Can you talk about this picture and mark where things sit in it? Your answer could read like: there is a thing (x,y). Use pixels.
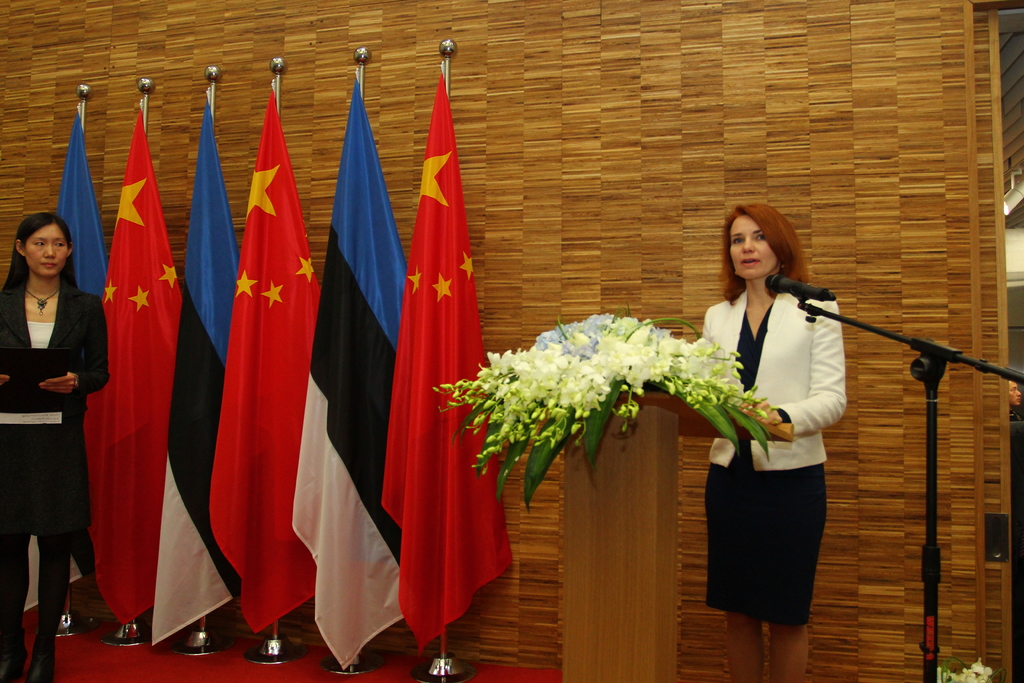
In the picture, there is a woman (817,403) talking something through the mic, there are flowers (642,368) in front of her and there are six flags (323,378) beside the woman (745,280) and in front of the flags (122,350) another woman (31,328) is standing by holding some files (39,358) in her hand (5,381) and in the background (819,108) there is a wooden wall (871,173).
